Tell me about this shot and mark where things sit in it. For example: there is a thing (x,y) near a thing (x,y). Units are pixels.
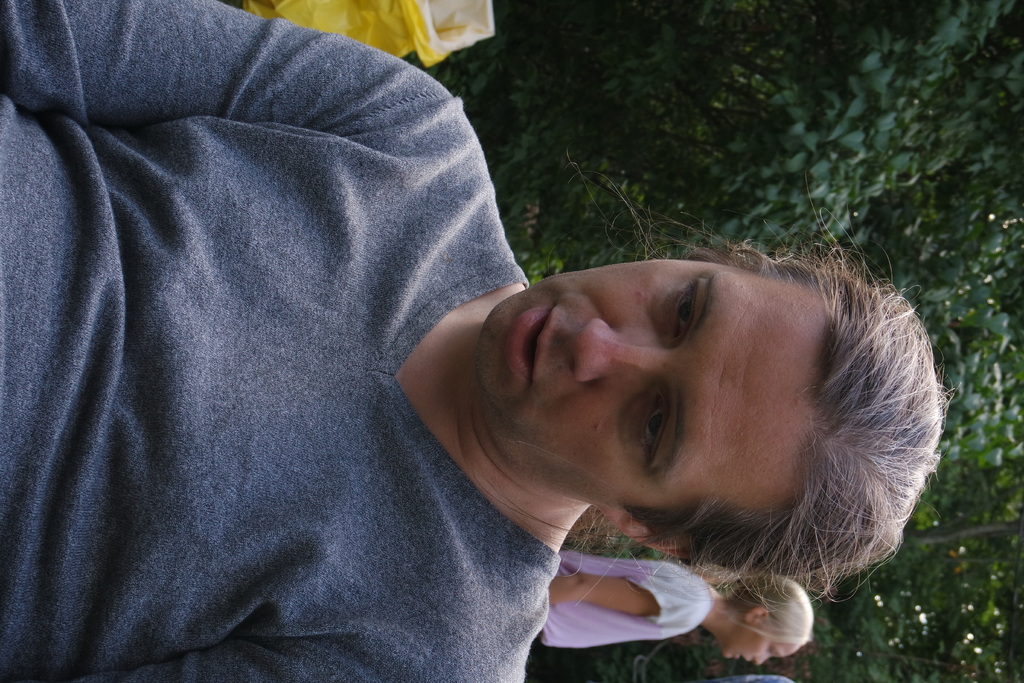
This is a tilted image in this image there is a person (118,337), in the background (883,661) there are people (683,609) standing and there are trees (873,130) and there is a bag (285,3).
